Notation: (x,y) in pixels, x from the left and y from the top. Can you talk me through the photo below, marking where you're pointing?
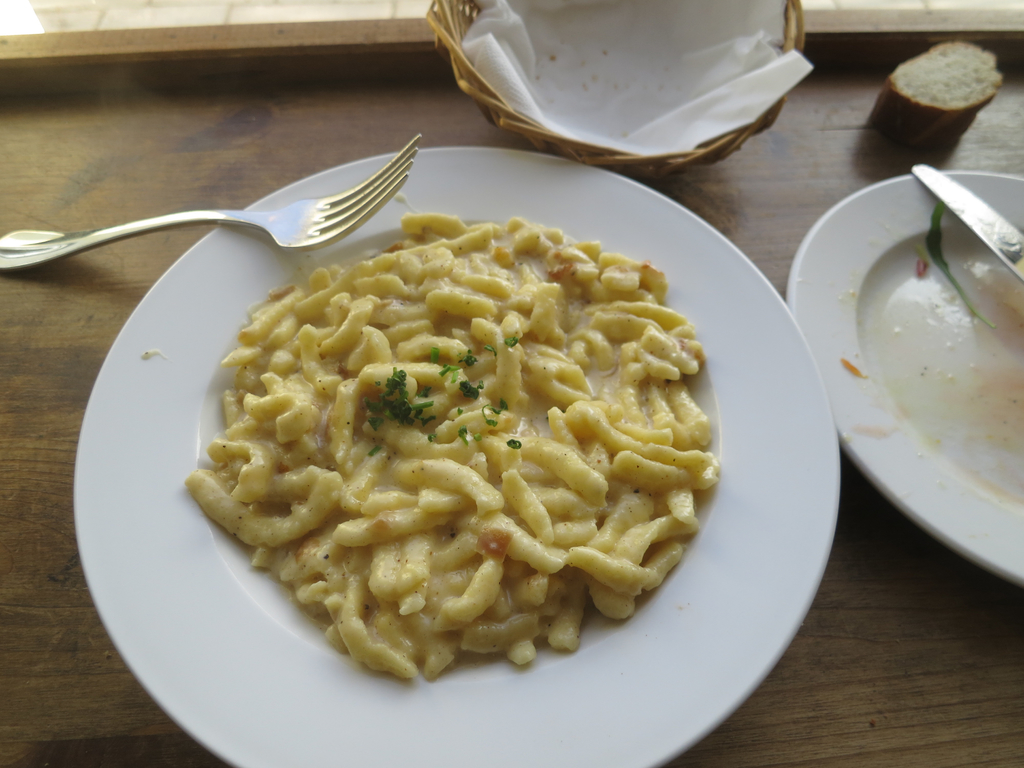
In this image I can see food (369,601) in the plate (219,551). The food (507,563) is in cream and green color, I can also see a fork (297,212) and knife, and the plate (151,394) is on the table (16,394) and the table (12,410) is in brown color.
